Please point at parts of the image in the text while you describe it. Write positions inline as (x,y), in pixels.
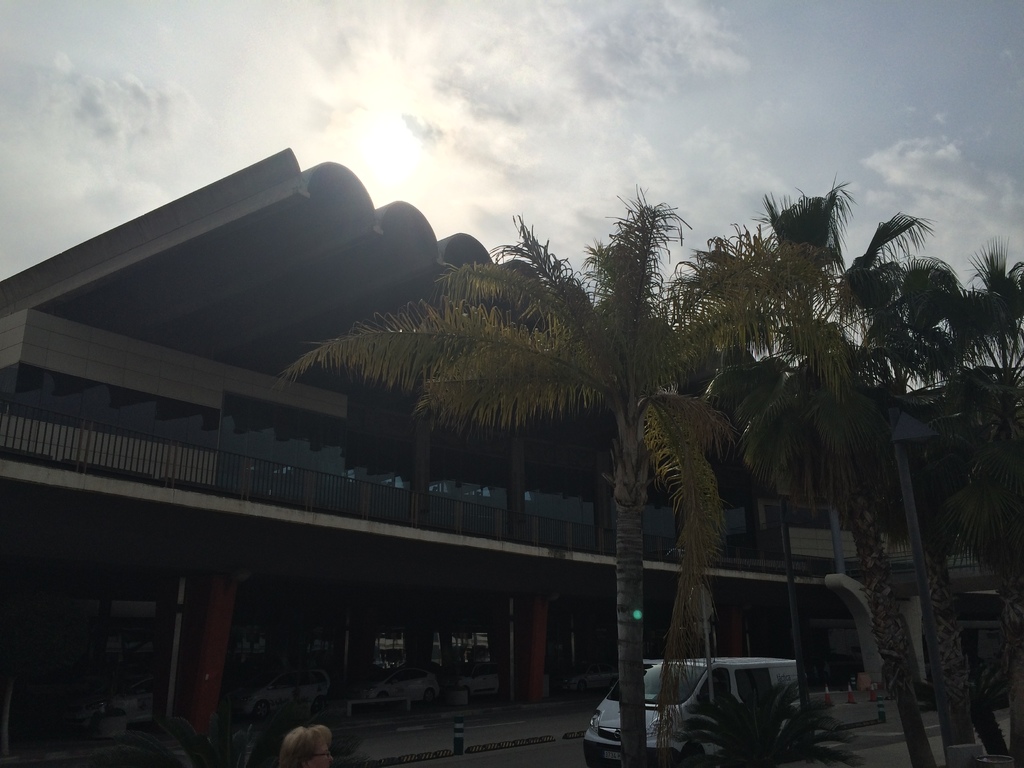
In this picture we can see the building (400,398). At the bottom (657,681) we can see van (691,707) which is parked near to the trees (966,730). In the bottom left (308,756) there is a woman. At the top (665,138) we can see sky (568,135), clouds (544,126) and sun (413,127).
